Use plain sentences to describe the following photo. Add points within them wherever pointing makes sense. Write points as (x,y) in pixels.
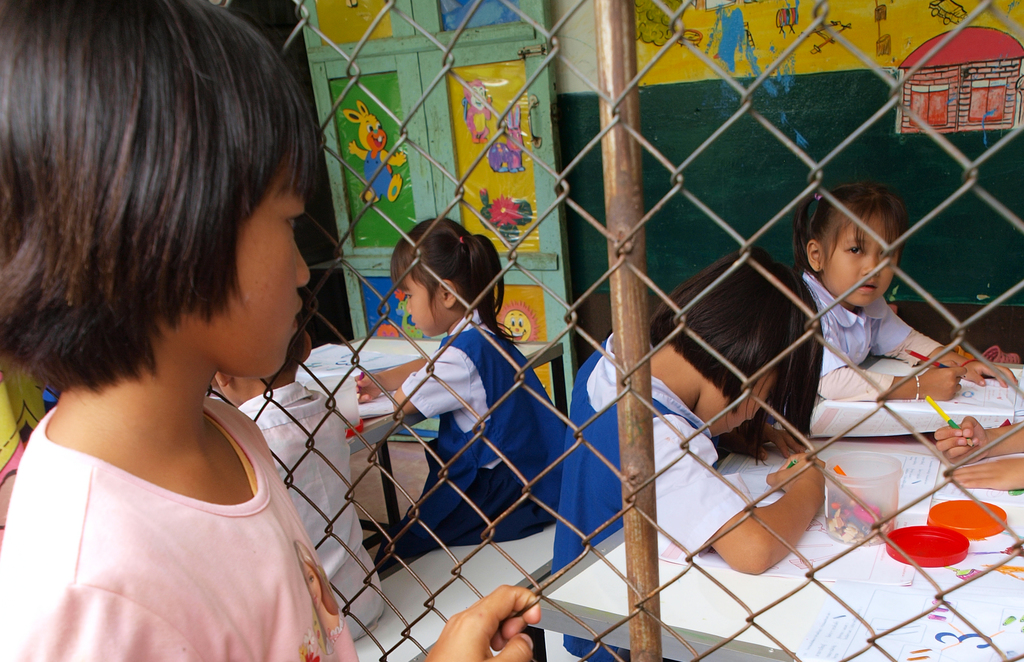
This image is taken indoors. On the left side of the image (151,390) there is a girl (143,429). In the middle of the image (584,337) there is a mesh (714,472). In the background (422,340) there are two tables (380,437) with many things (858,583) on them and a few kids (522,404) are sitting on the benches (528,560) and writing on the papers (933,472) and there is a wall (846,87) with a few paintings (852,68) on it and there is a door (461,131).
